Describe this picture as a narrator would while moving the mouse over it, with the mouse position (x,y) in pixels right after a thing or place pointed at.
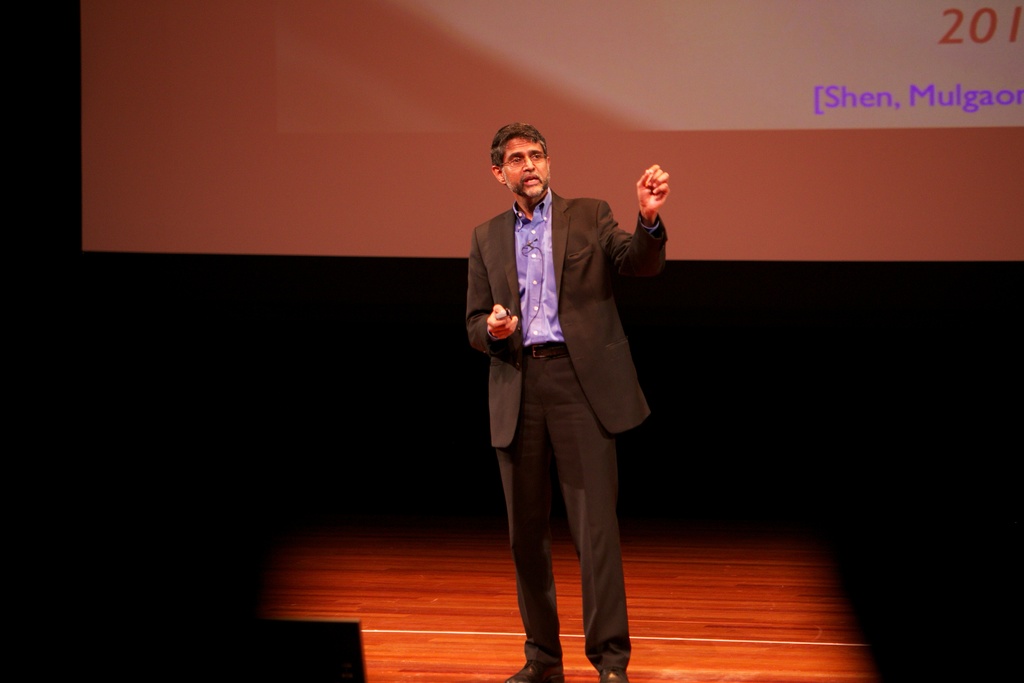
In this image I can see a man (603,327) is standing in the front (619,241) and I can see he is wearing formal dress (620,398). I can also see he is holding an object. Behind him I can see a projector screen (1023,35) and on it I can see something is written.
